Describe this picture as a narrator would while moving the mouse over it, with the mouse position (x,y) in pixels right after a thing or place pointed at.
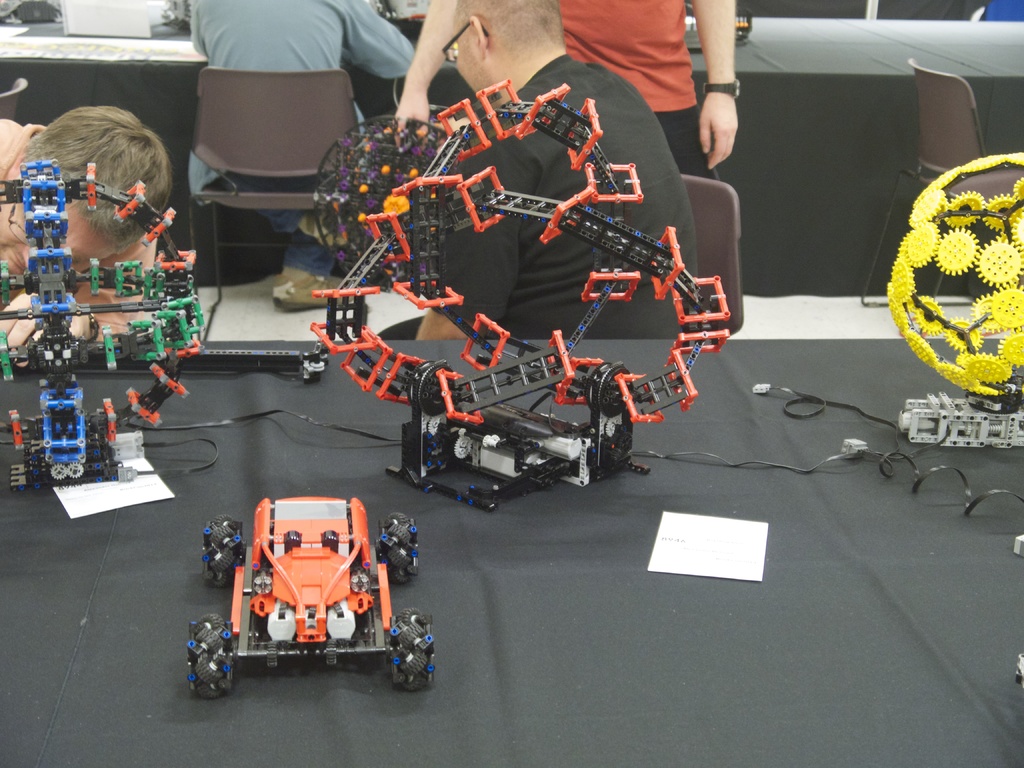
In this image there are some toys (535,410), cables (220,422) and papers (703,560) on a table (389,450), behind that there are a few people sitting on chairs (277,91) and there is a person (650,84) standing, in front of them there is another table (192,55) with some objects (76,13) on it and there is an empty chair (931,85).
